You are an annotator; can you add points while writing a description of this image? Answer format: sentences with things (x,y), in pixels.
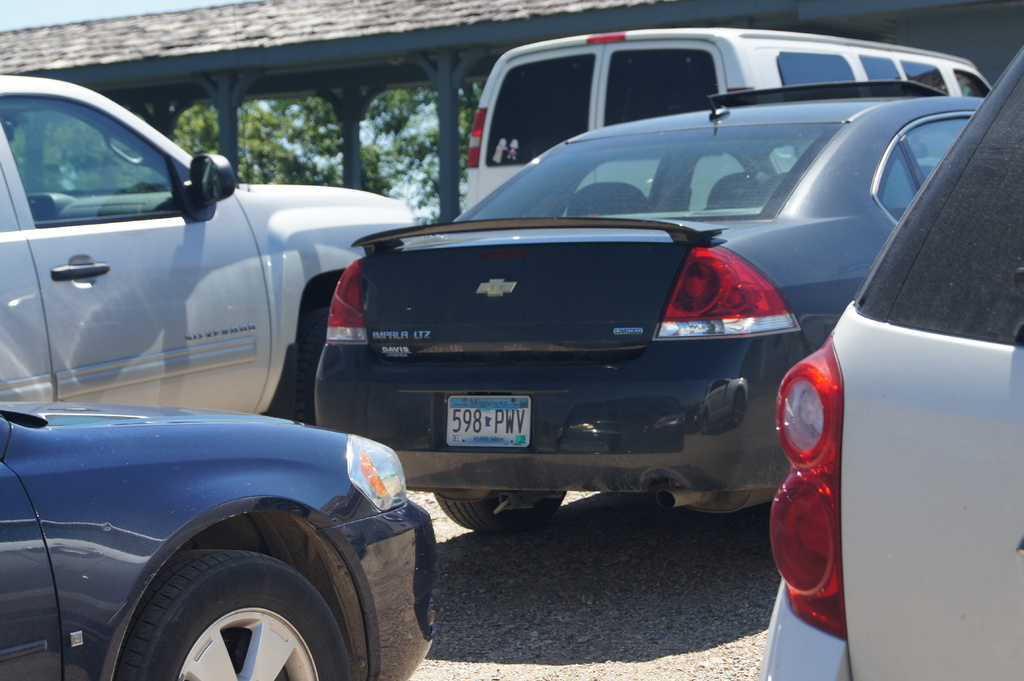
In this image there is a black car (652,296) in the middle (657,340) and there are cars (865,400) around it. In the background (159,62) there is a building (267,67). Behind the building (270,75) there are trees (299,138).
